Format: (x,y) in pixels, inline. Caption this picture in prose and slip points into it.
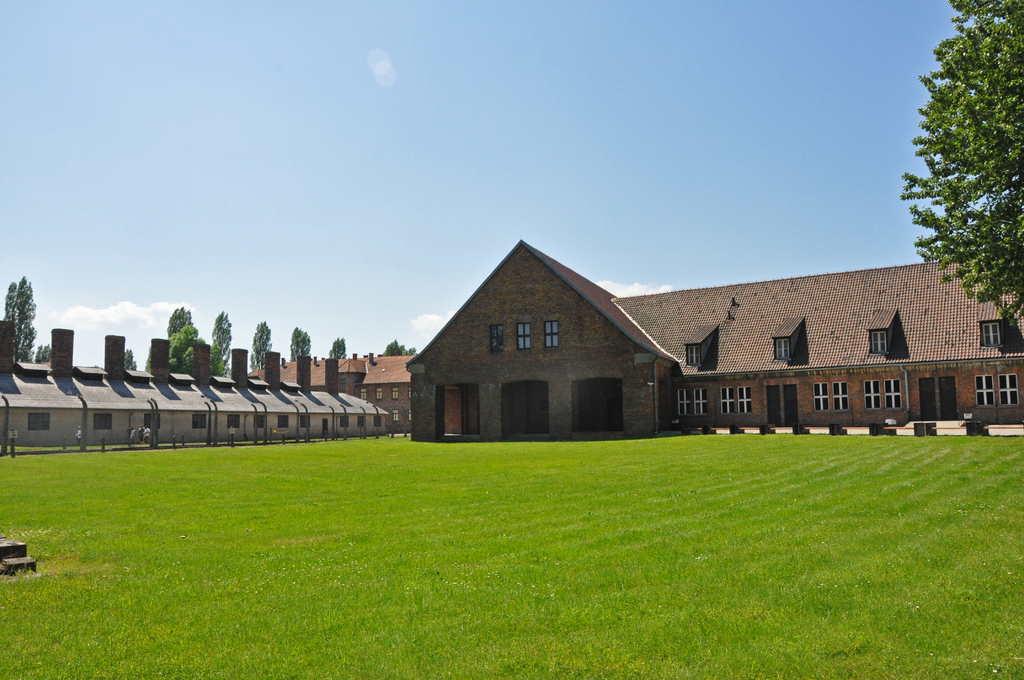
In this image, there is grass (203,472) on the ground (597,520), we can see some homes (973,419) and we can see some windows (987,390), there are some trees (22,296), at the top (476,22) there is a blue sky (410,55).
